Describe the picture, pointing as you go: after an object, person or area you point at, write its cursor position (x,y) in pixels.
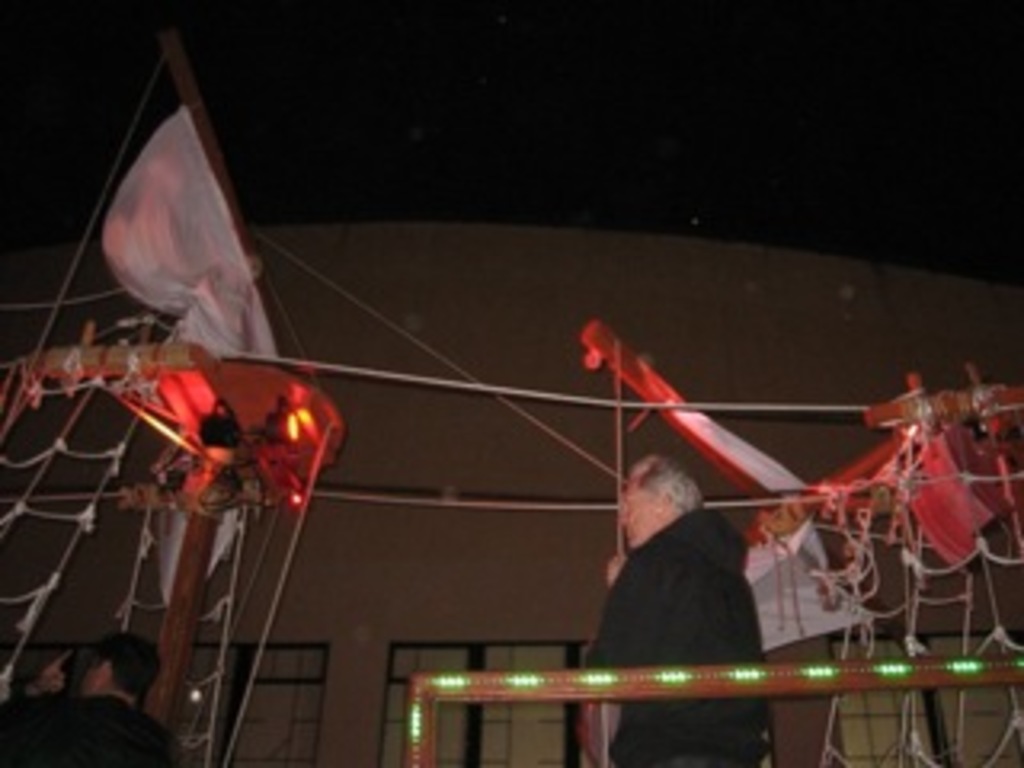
In this picture we can see 2 people (140,725) standing and looking somewhere. Here the background (34,145) is dark.
